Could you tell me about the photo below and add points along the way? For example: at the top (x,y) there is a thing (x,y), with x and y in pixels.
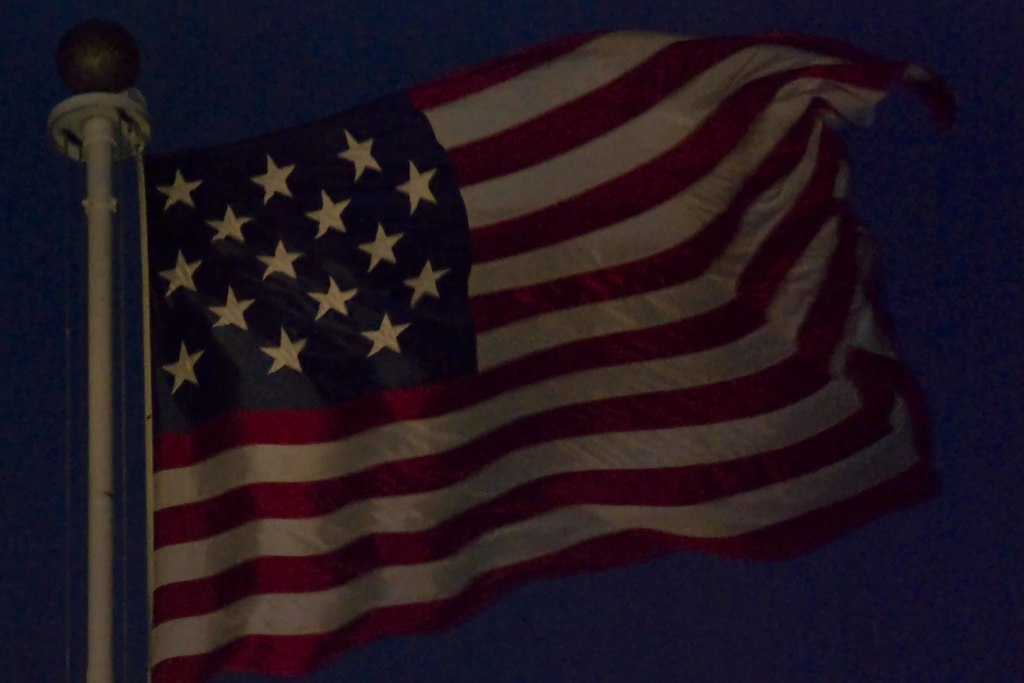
In this image we can see a flag (560,312) and a pole (91,48). There is a dark background (595,658).
